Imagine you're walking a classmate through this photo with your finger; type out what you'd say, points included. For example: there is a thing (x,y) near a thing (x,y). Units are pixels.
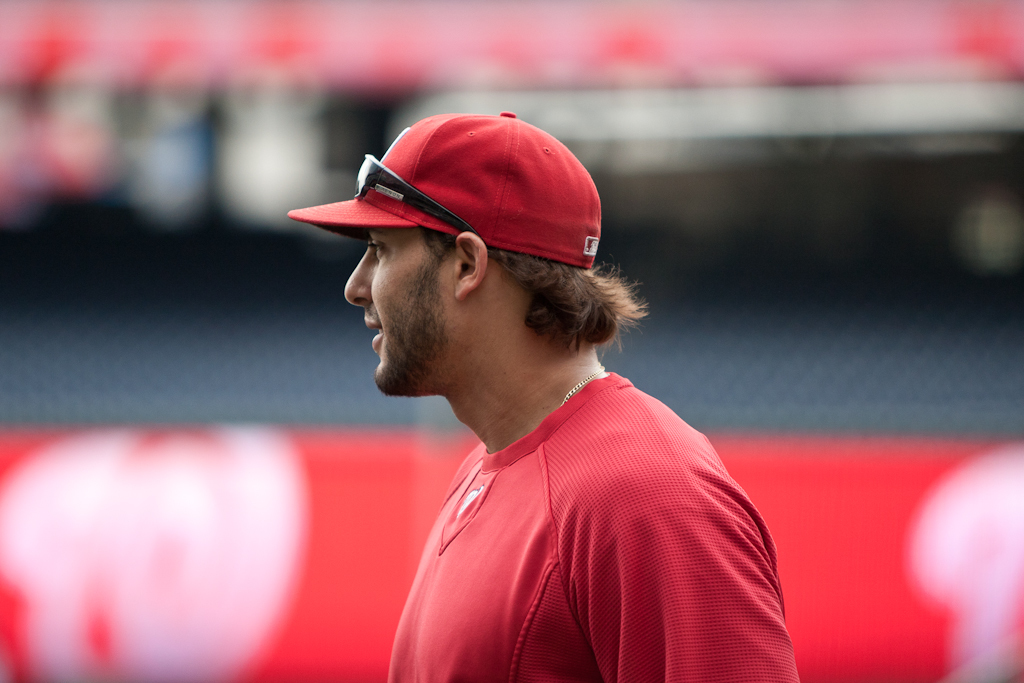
In the picture we can see a man (569,346) and he wore a cap (577,235). There is a blur background (324,586).
